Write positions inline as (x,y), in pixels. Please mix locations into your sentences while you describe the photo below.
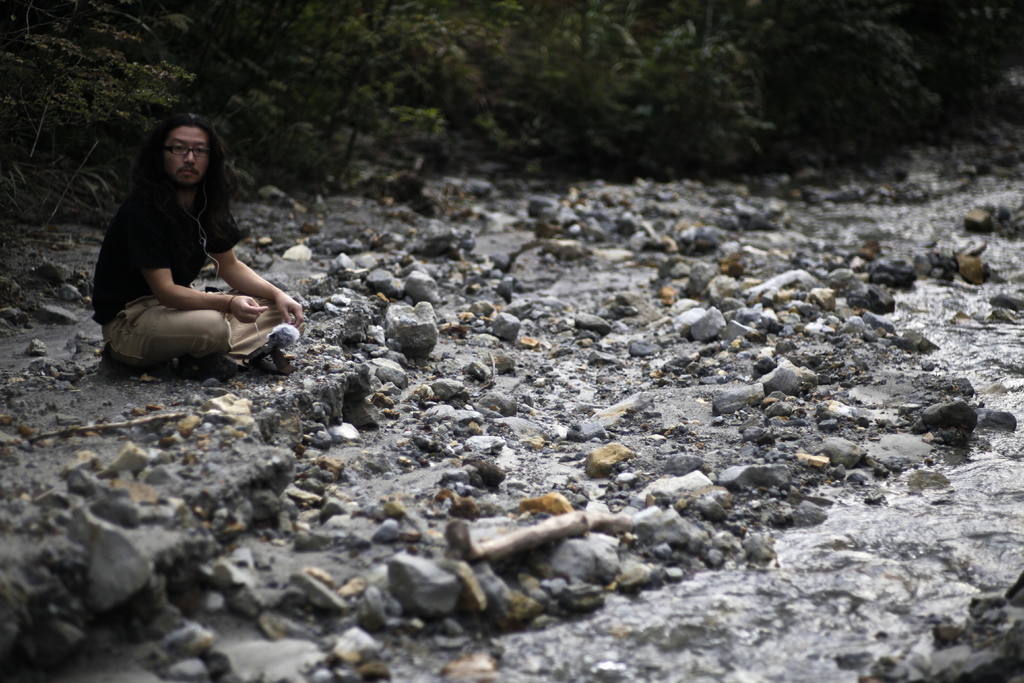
In the picture I can see a man (214,314) is sitting on the ground (398,442) and wearing spectacles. In the background (559,149) I can see trees (616,134), the water (849,565) and stones (531,328) on the ground (574,388).
